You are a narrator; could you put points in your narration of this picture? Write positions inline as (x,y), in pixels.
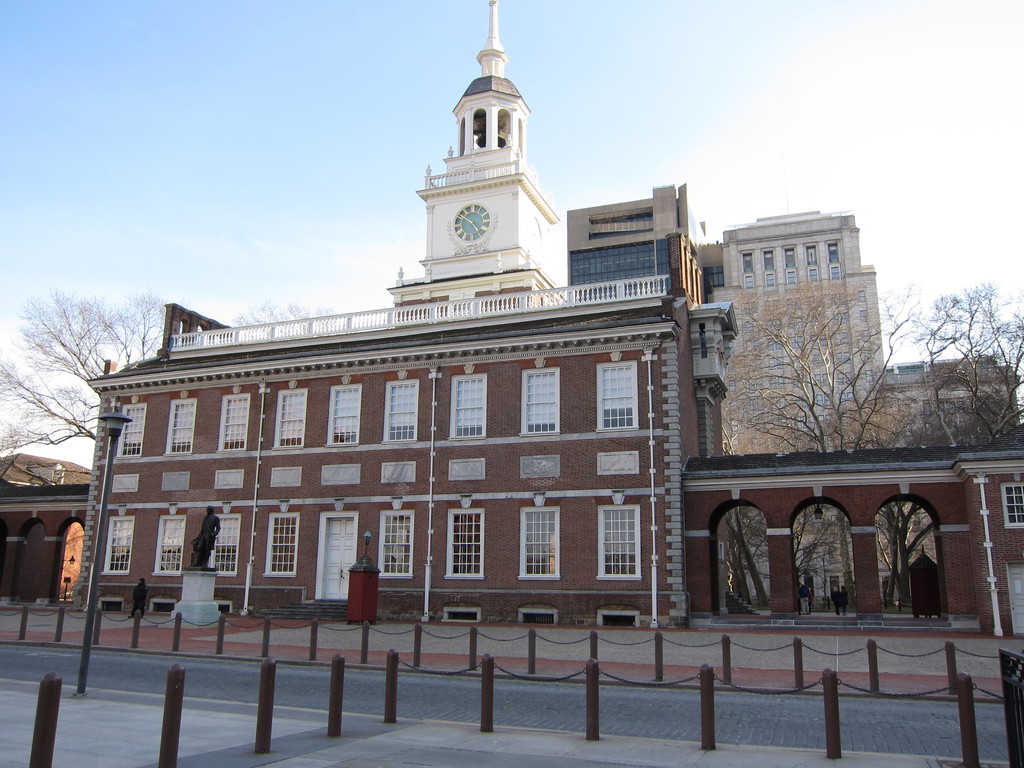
In this image I see the buildings (379,497) and I see the path (322,671) and I see the statue (195,553) over here and I see the street light (87,643) over here. In the background (69,371) I see the trees (872,376) and the sky (540,138) and I see few people (832,588).
